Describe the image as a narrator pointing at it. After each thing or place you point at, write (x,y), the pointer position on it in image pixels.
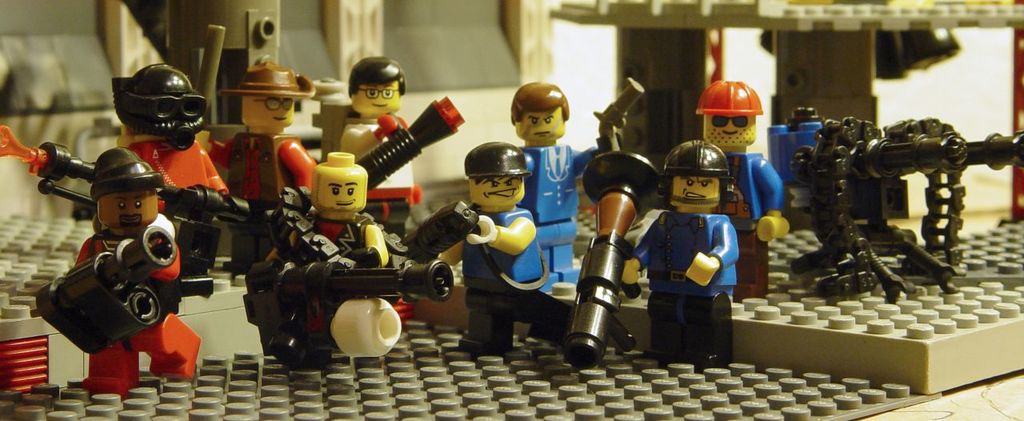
This image is taken indoors. At the bottom of the image (967,394) there is a table (962,389) and there are many toys (357,134) on the table (975,406).
